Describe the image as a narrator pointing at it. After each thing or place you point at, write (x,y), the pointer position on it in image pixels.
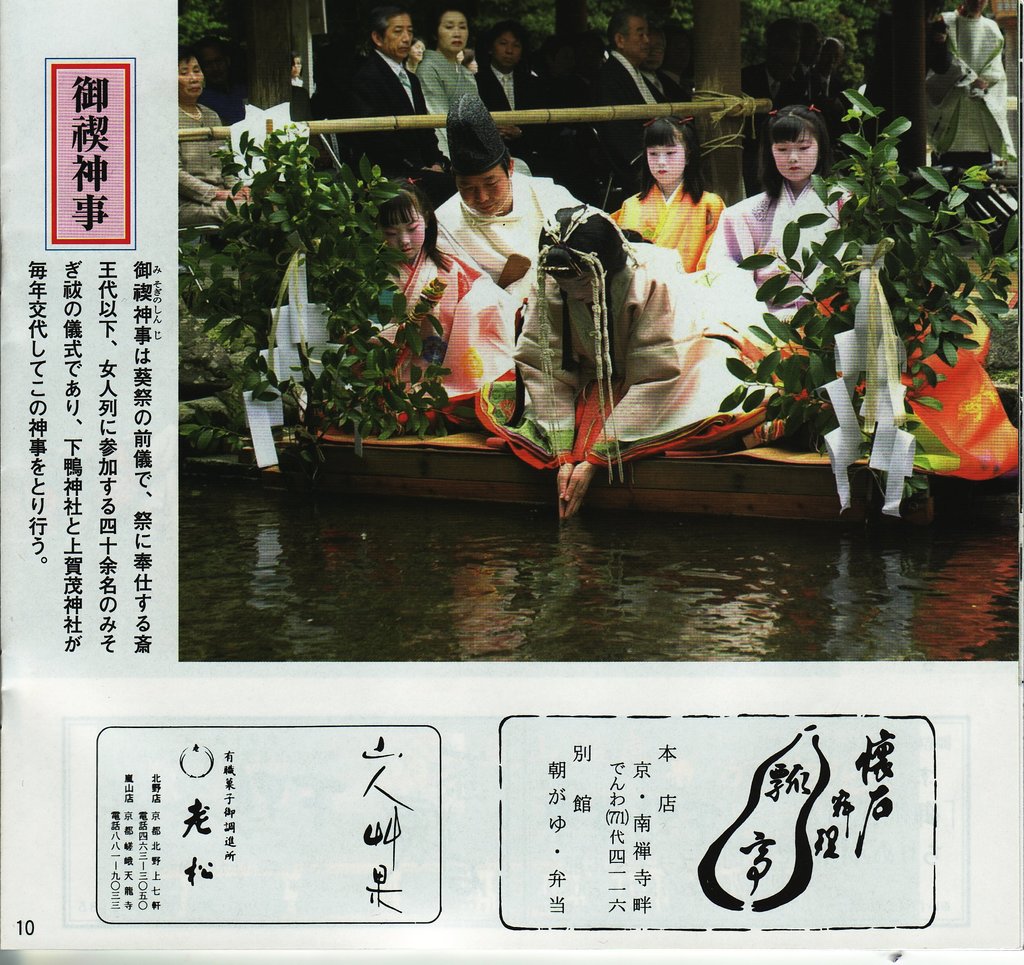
In this picture we can see group of people (558,363). This is water (517,556) and there are plants (833,364).
